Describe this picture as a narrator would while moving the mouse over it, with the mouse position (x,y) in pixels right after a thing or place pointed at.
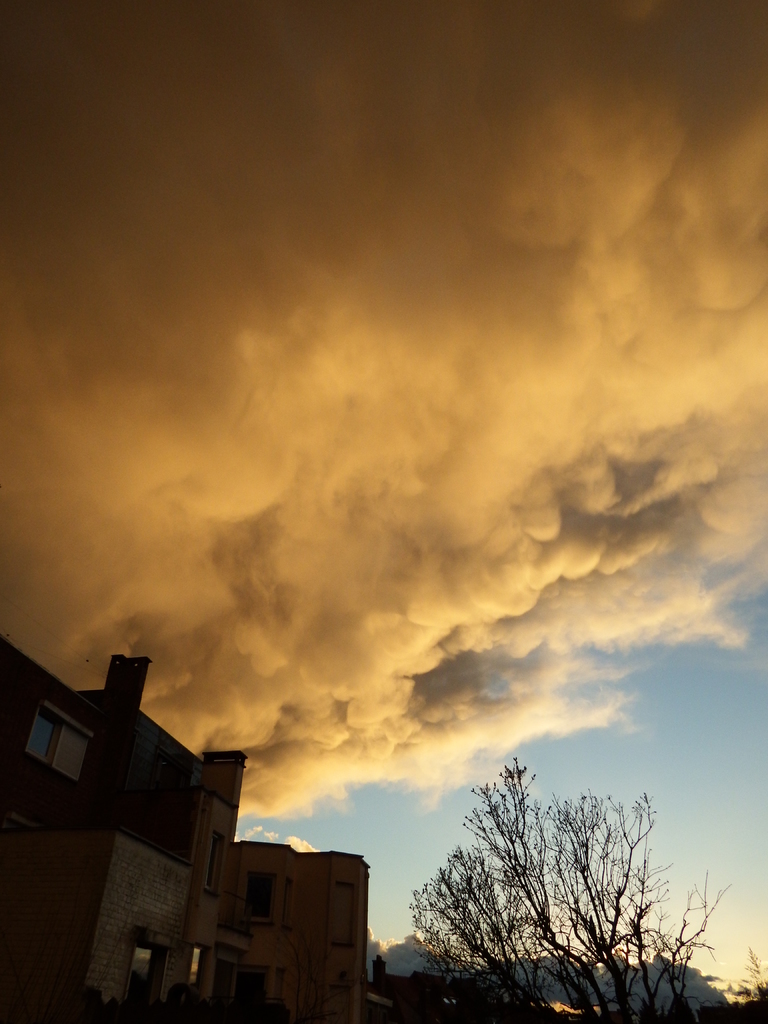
At the bottom of the image (124,903) there are buildings (283,964). On the right (677,994) there is a tree (618,917). At the top (267,336) we can see clouds (410,643) and sky (541,788).
